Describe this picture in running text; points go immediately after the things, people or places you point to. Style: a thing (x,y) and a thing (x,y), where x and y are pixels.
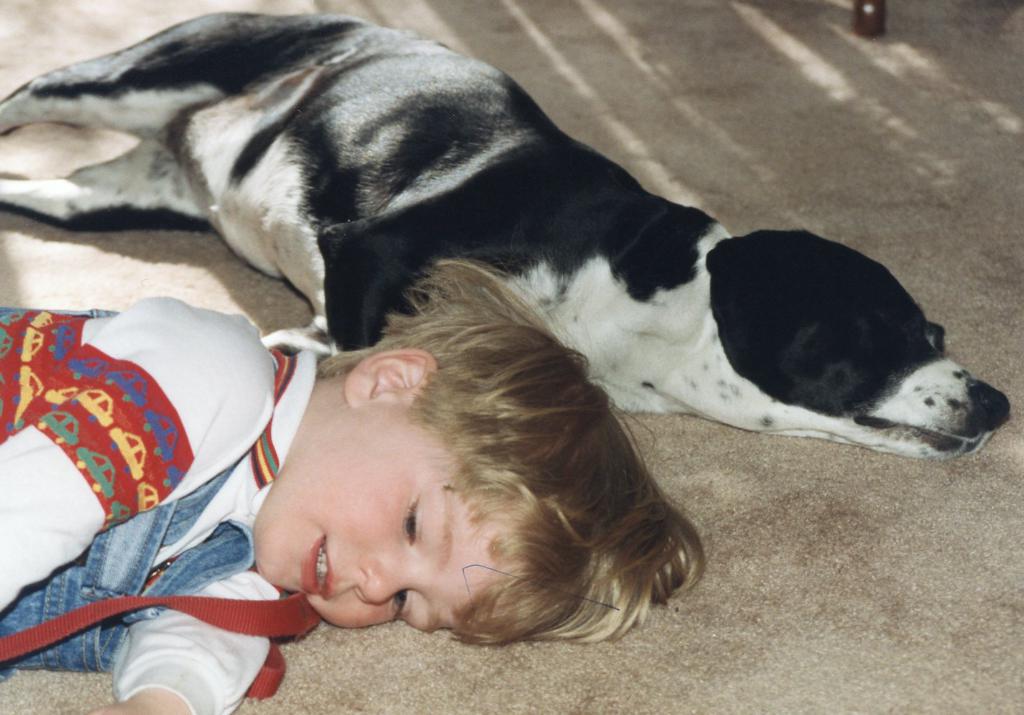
I can see a boy (350,371) and a dog (612,278) lying on the floor (796,584). This dog (776,346) is black and white in color.
